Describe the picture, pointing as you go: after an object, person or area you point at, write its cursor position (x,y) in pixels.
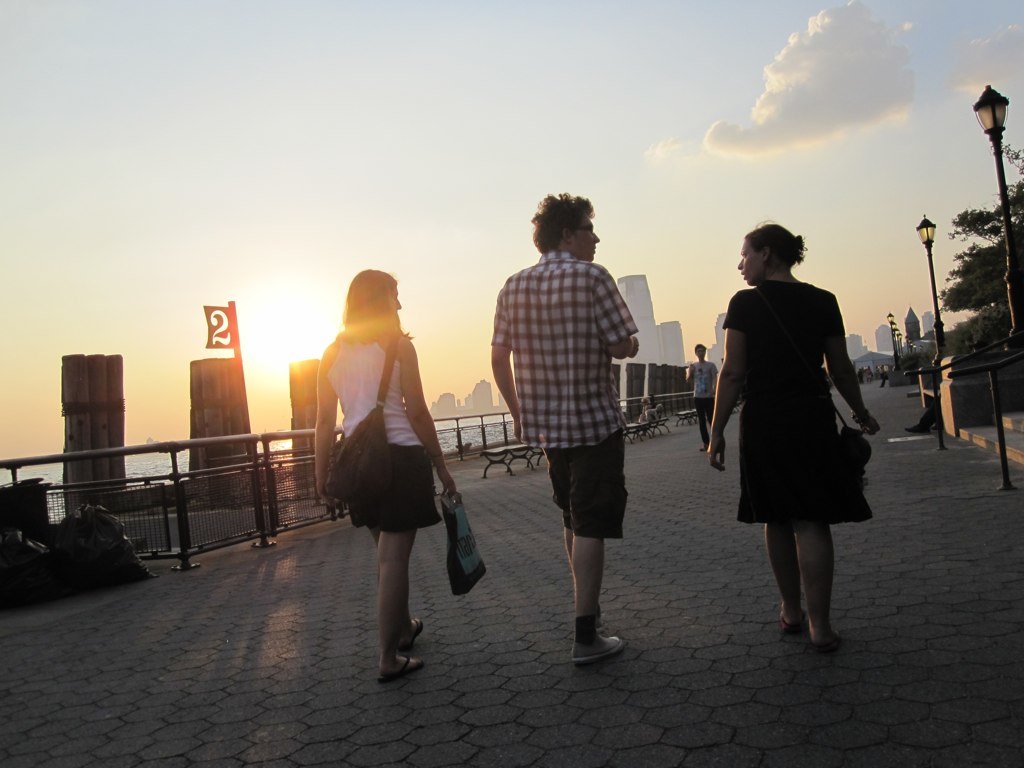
In this image we can see a group of people (596,596) walking on the pathway (621,561). In that a woman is holding a bag (463,570). We can also see some benches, a fence (293,480), trees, the flag (223,345) to a pole (231,316) with a number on it, some wooden poles (214,392), the street poles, a large water body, some buildings (672,350) and the sky (480,269) which looks cloudy.
